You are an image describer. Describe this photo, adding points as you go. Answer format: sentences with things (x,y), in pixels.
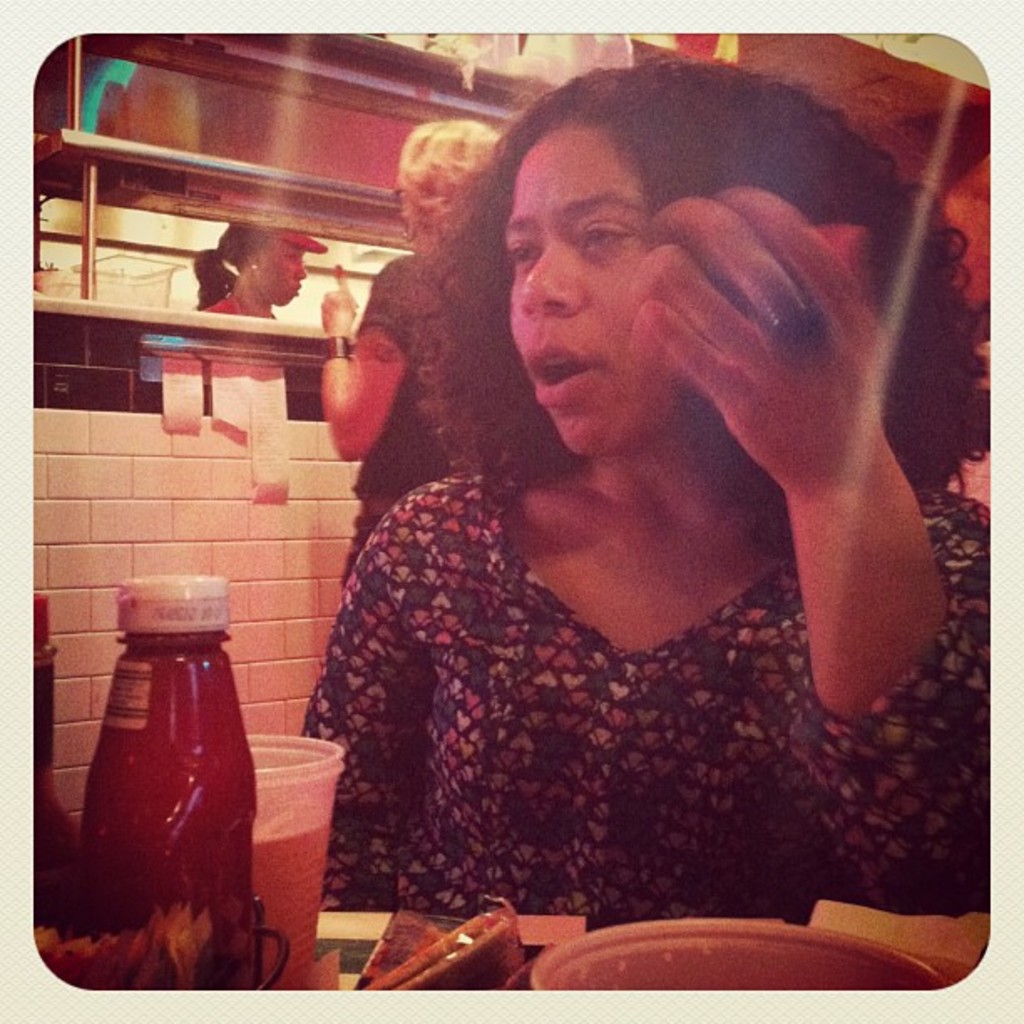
In this picture we can see a woman (811,707), here we can see a bottle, glass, bowl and in the background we can see a wall (64,417), people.
